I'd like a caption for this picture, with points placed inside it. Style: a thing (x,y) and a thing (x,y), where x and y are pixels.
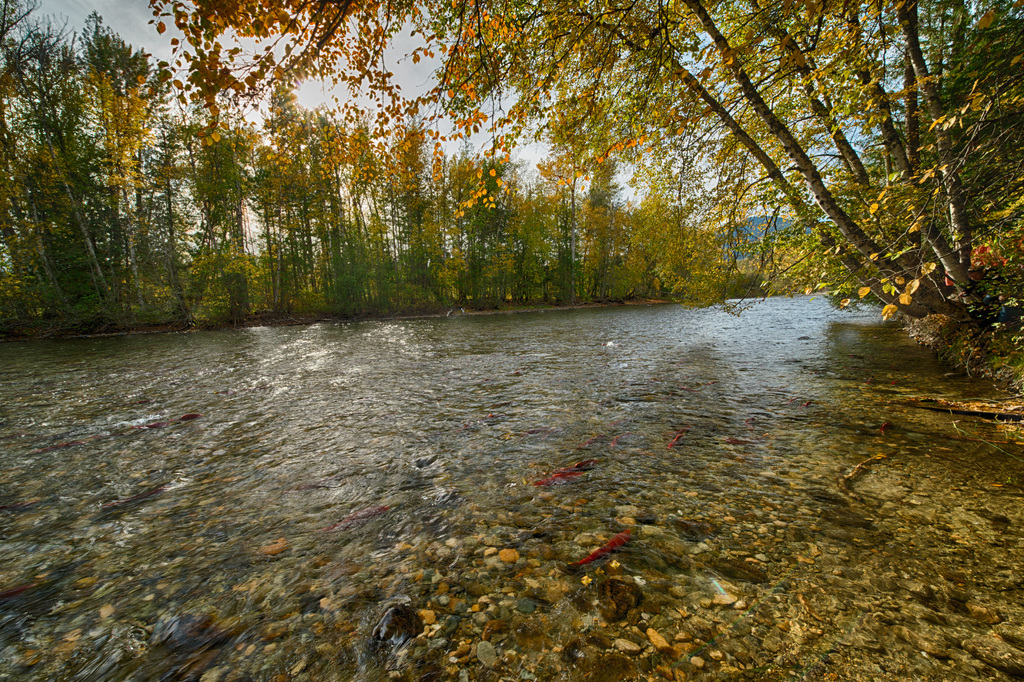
In this picture we can see water (569,572), stones (559,585), trees (640,238), hills (780,224) are there. At the top of the image (149,36) there is a sky (144,27).
